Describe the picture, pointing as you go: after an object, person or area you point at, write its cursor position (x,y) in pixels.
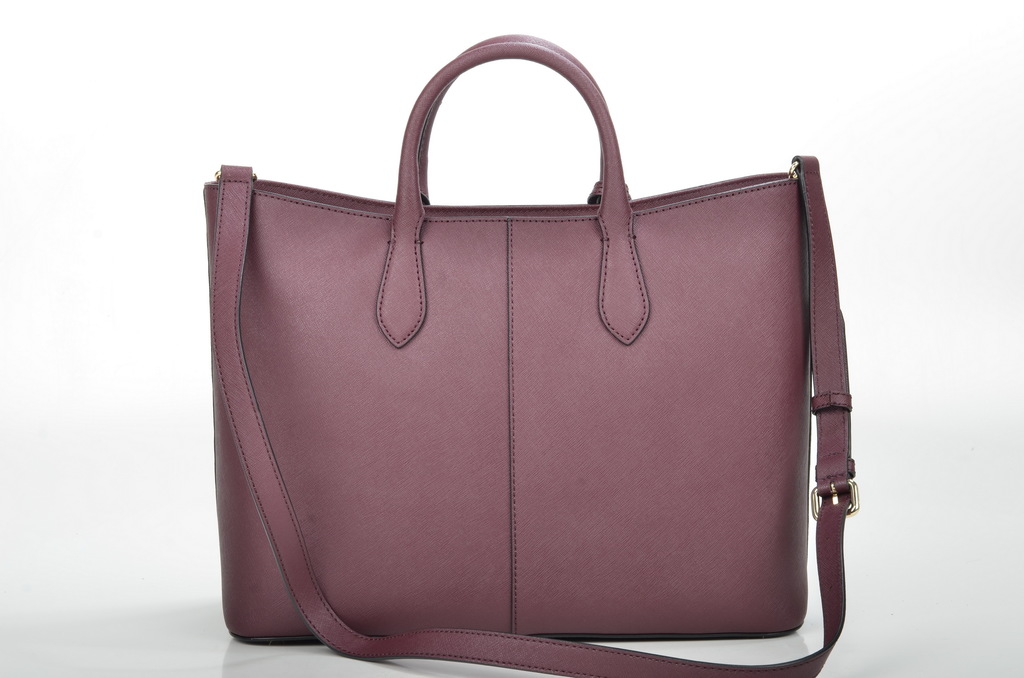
In this image i can see a bag (450,446).
